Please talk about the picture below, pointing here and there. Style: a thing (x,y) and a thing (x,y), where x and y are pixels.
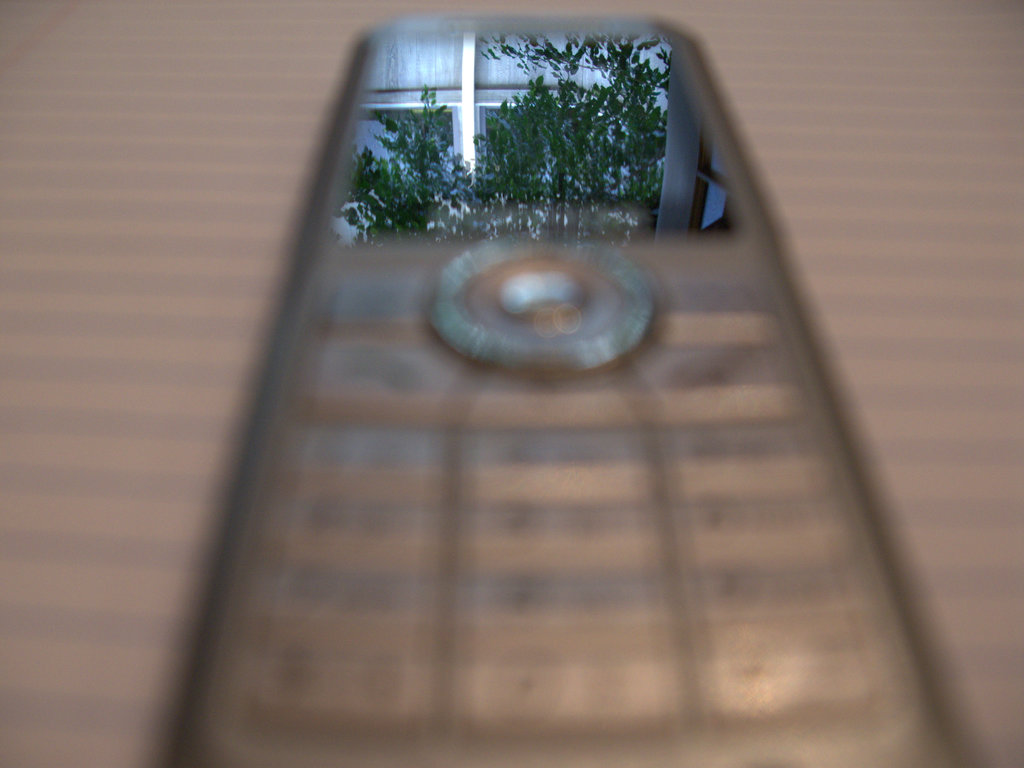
In this image we can see a mobile phone (435,293) on the surface (203,193).
